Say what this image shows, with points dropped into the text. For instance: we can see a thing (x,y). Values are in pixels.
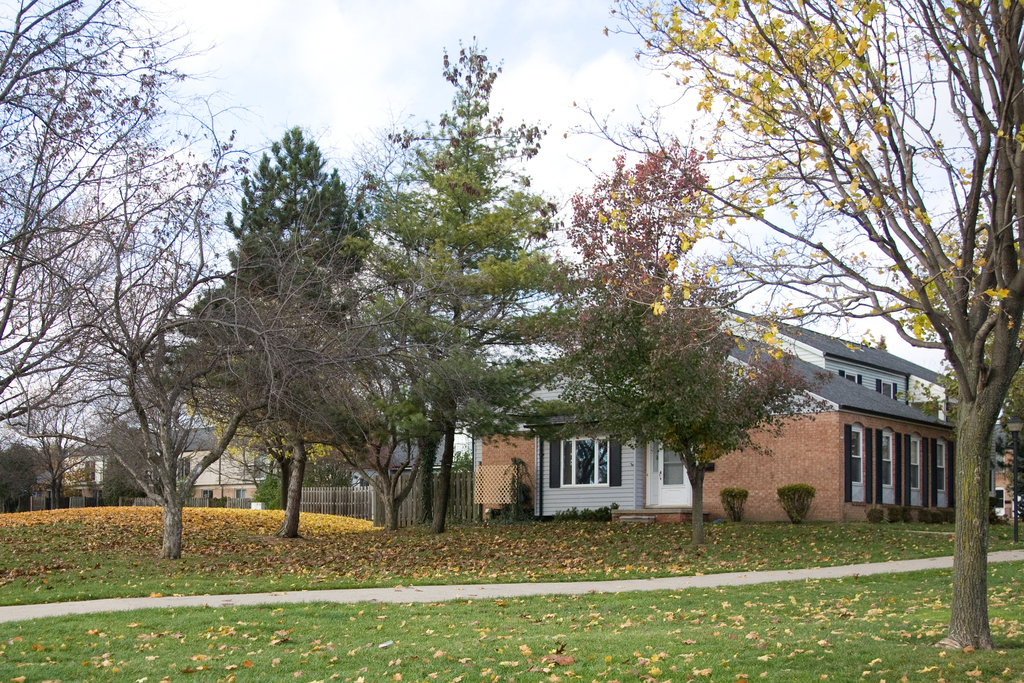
In this image in the front (434,576) there is grass (493,651) on the ground (352,632) and there are dry leaves (577,544). In the background (438,400) there are trees (316,440), buildings (237,493) and there is a wooden fence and the sky (298,47) is cloudy.
